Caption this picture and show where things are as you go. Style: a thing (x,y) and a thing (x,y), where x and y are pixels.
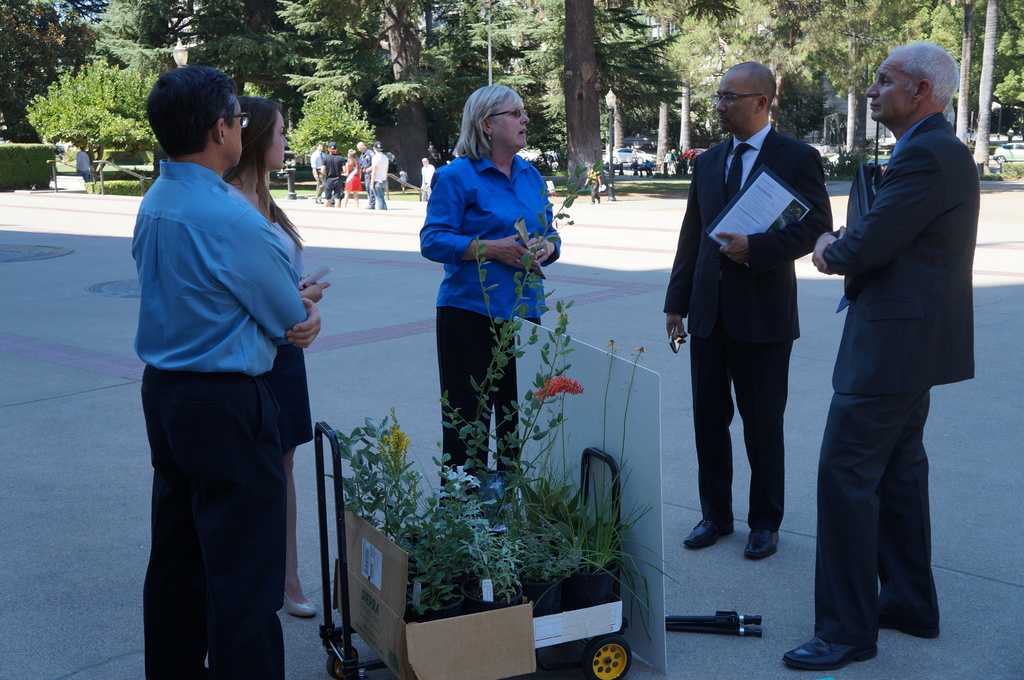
In this image, we can see people (500,220) wearing clothes (881,318). There are plants (430,511) on trolley (590,453) which is at the bottom of the image (451,535). There are some trees (421,34) at the top of the image (771,22). There is a board (634,459) behind the trolley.
